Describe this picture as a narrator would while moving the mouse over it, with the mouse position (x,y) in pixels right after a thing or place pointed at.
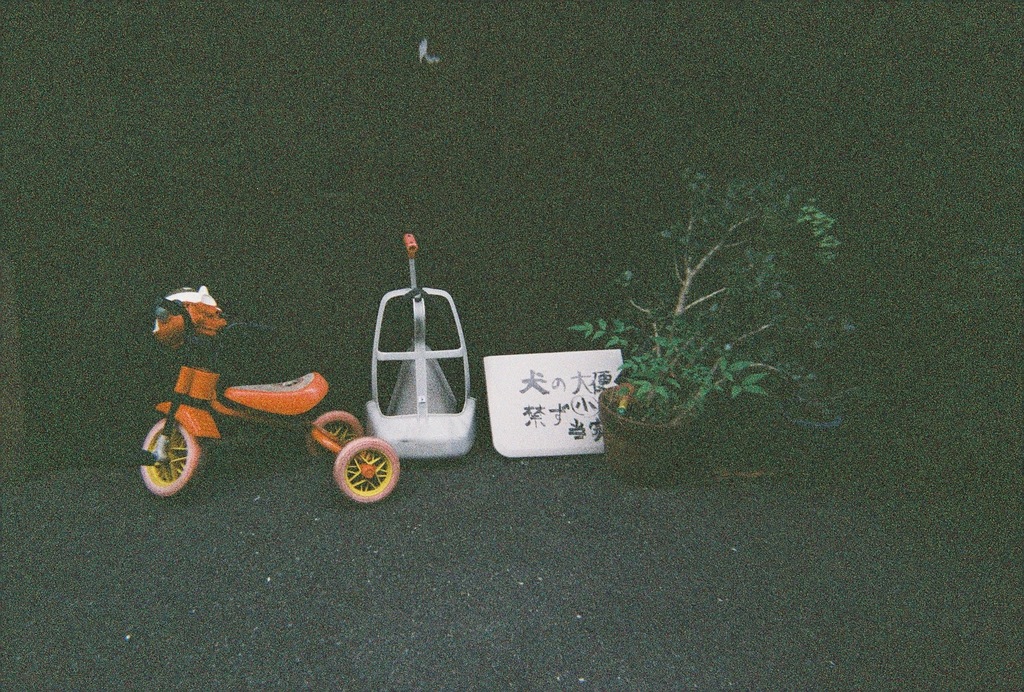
In this image we can see the tricycle (312,438), potted plant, board (538,410) with text (587,404) and white color object (414,357) and at the back (475,351) we can see the dark background (1005,51).
